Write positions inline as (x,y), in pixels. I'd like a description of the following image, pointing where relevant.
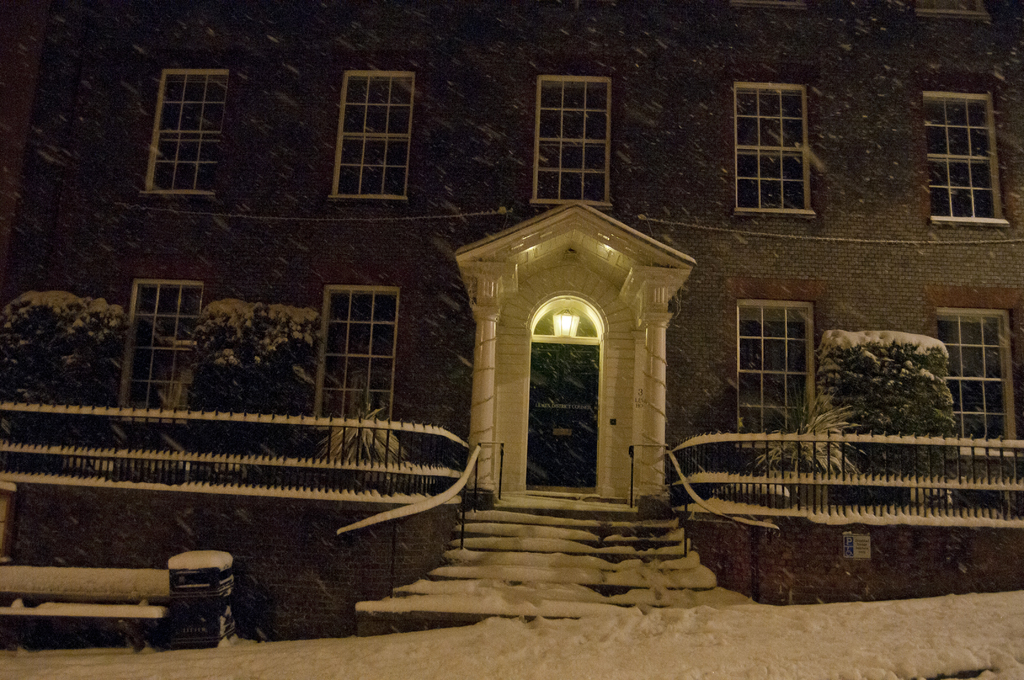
In this image we can see a house (517,154) with windows (220,118) and doors (536,382). There is a fencing (777,469). There are plants (56,295). There is a staircase (614,496) with snow (470,584). At the bottom of the image (42,664) there is snow (665,626). To the left side of the image (123,585) there is a bench (76,622). There is a trash bin (194,609).
